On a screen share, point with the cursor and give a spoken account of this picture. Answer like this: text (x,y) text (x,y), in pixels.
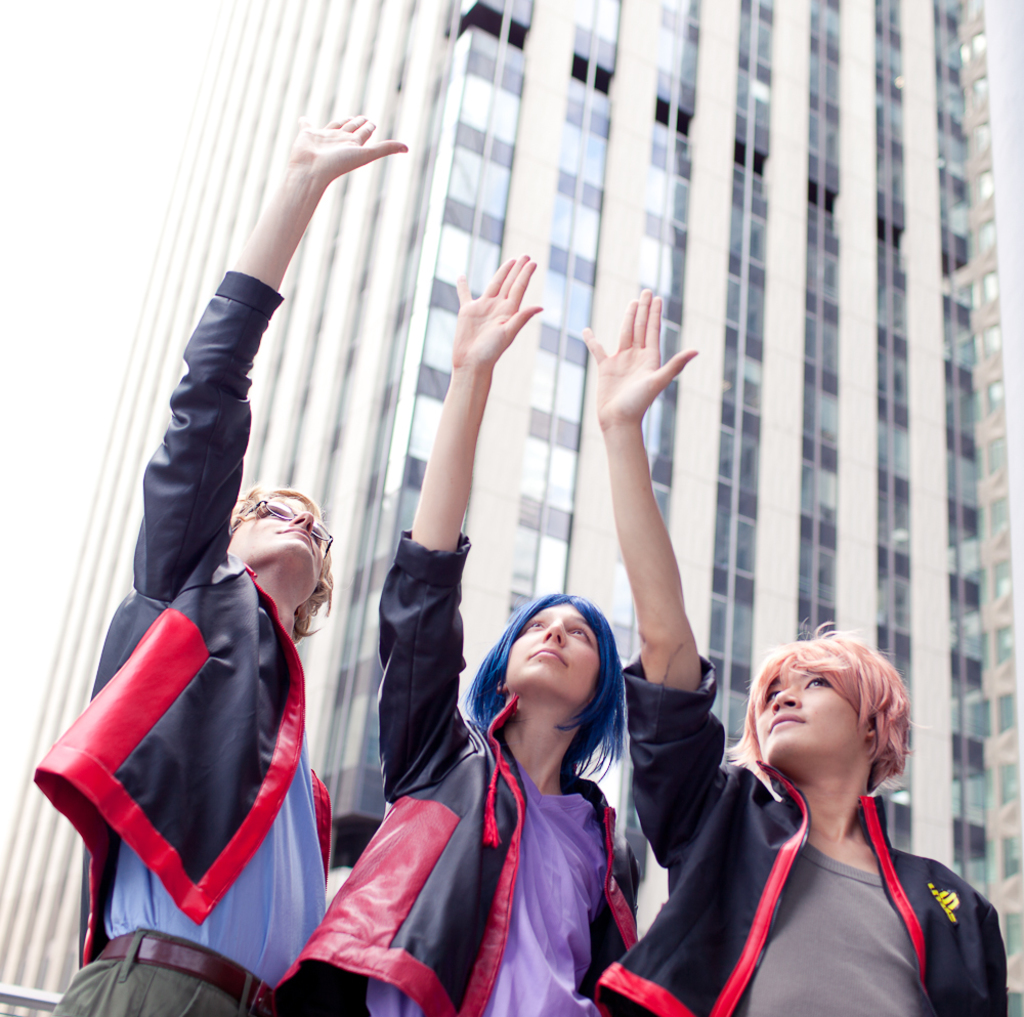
There are three people (962,893) standing and raising hands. In the background (551,514) we can see building (544,291).
